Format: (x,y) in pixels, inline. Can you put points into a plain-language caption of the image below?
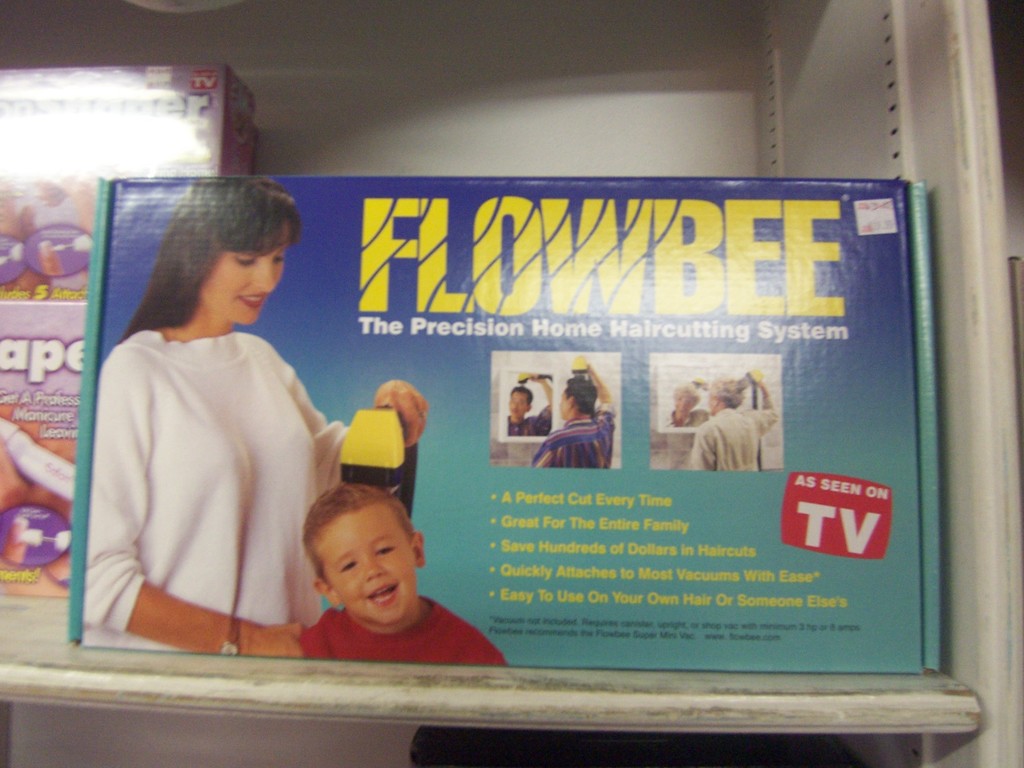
In the center of the image (474,408) we can see boxes (254,323) placed in the shelf (510,95).
